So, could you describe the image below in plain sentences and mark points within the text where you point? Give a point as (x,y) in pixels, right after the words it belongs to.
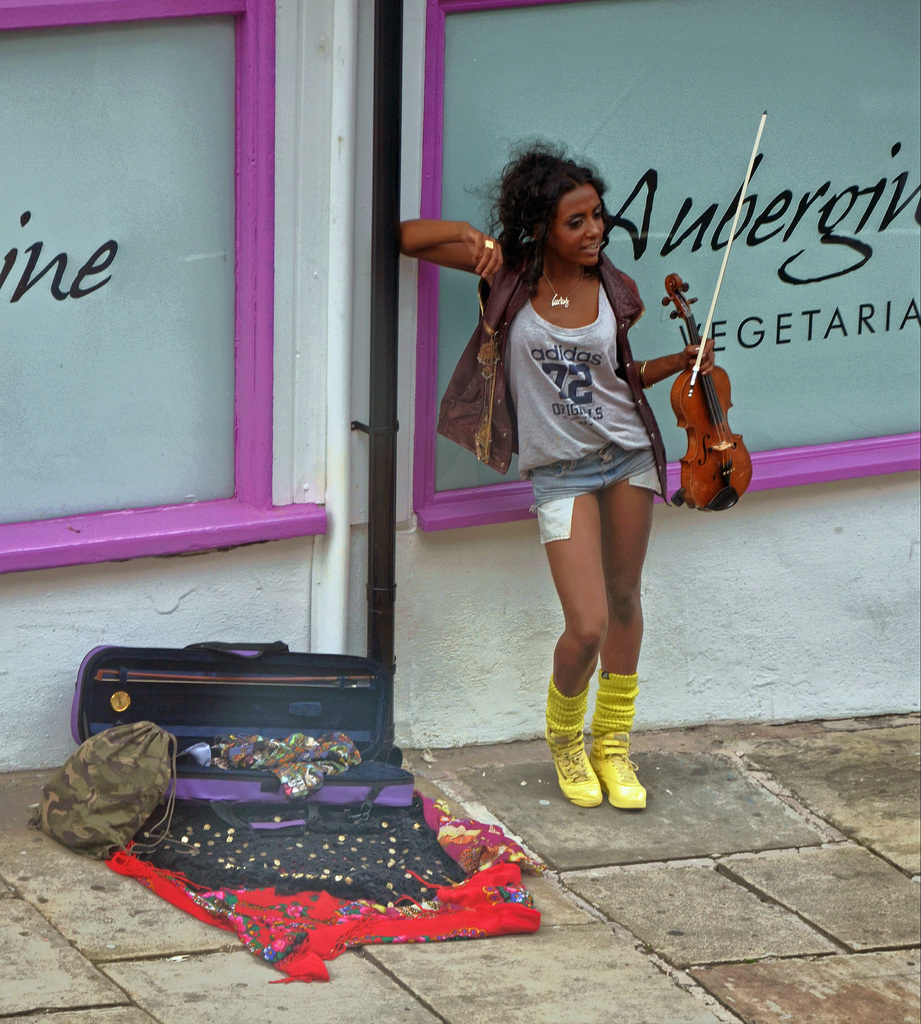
In this picture we can see woman (612,383) standing and leaning her hand (420,240) to the pipe (397,209) and holding violin (690,409) in other hand (690,364) and in background (635,330) we can see wall (288,50) with banners (116,461) and beside to her we can see a suitcase (210,787) full of clothes (233,763) and bag (137,757).
